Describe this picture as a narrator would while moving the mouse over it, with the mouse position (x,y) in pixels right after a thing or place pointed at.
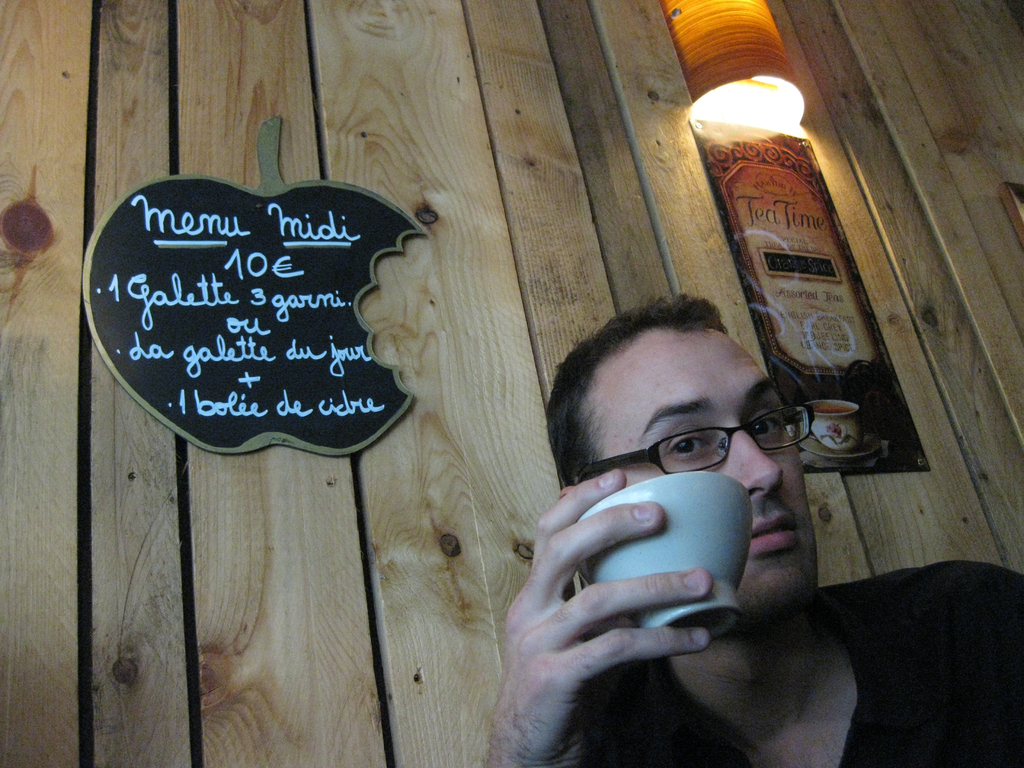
On the right side (826,717) bottom of the image (736,695), we can see a person (674,718) holding a bowl (629,563) and wearing glasses (702,442). Background (799,60) we can see wooden object (446,575). Here we can see a poster (888,404), board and light (793,112).
